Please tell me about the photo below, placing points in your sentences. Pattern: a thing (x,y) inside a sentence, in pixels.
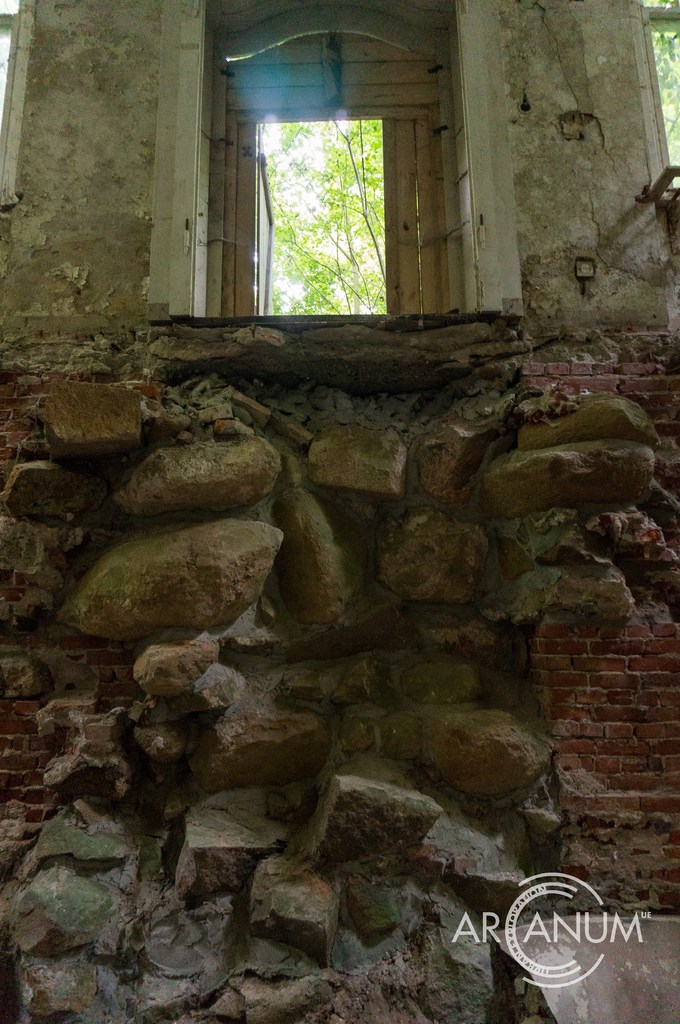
In this image I can see a wall (453,641) and a window (258,209). In the outside I can see a tree (340,193).
